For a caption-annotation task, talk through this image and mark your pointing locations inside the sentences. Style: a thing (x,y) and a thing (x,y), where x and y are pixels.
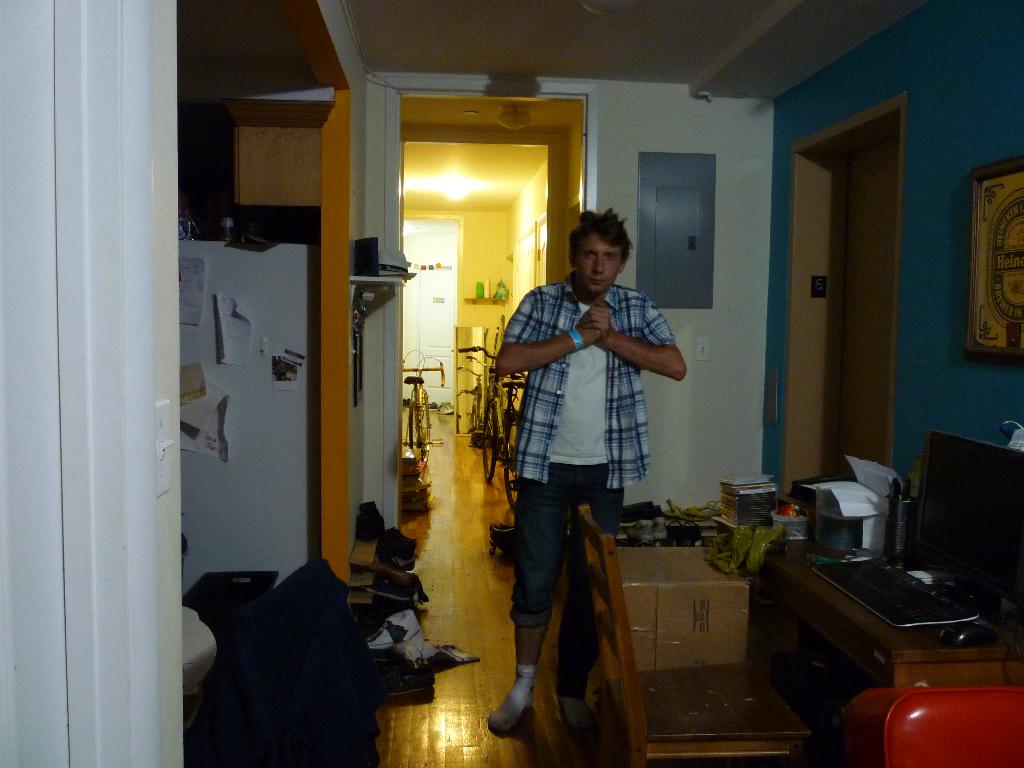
This picture is clicked inside the house (319,317) where a man (533,435) is standing in the center (600,420). At the right side (947,541) on the table (845,617) there are papers (847,494), printer (847,536), monitor (927,535), keyboard (897,586), empty chair (706,709). On the wall (948,260) there is a frame door (984,283). At the left side (228,358) there are papers (231,324) attached to the fridge (260,491). In a background (495,244) there is a wall (480,254), light (464,179), bicycle (502,388).
